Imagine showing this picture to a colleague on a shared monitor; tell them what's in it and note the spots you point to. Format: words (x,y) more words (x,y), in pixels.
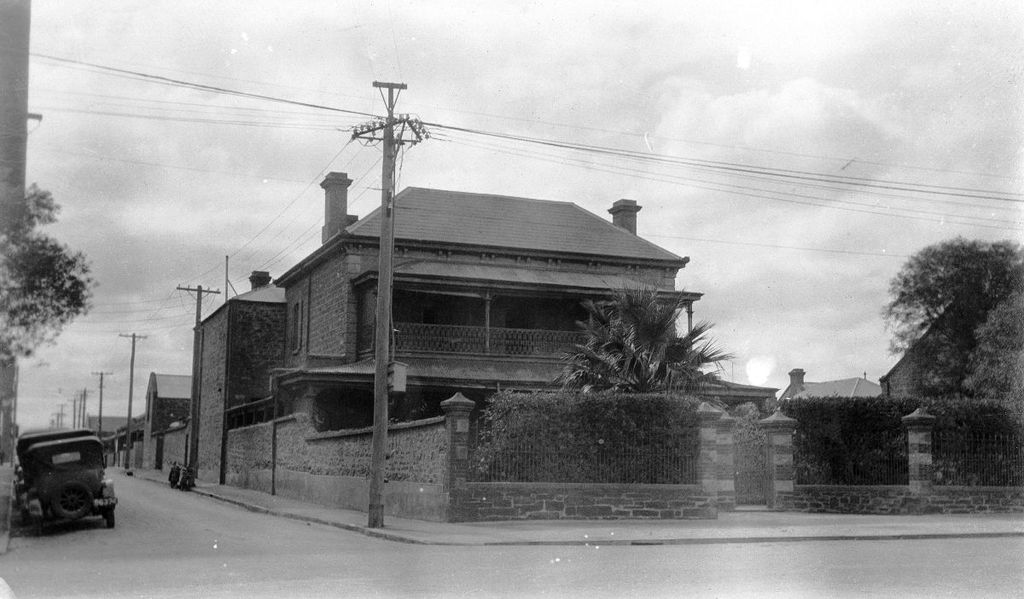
In this black and white picture few vehicles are on the road (125,494). There are few poles (128,443) connected with wires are on the pavement (401,519). Few plants (549,448) and trees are behind the fence (795,438). Behind the poles (131,423) there are few houses (521,387). Left side (35,201) there is a tree (50,324). Top of image (708,146) there is sky (801,206).
